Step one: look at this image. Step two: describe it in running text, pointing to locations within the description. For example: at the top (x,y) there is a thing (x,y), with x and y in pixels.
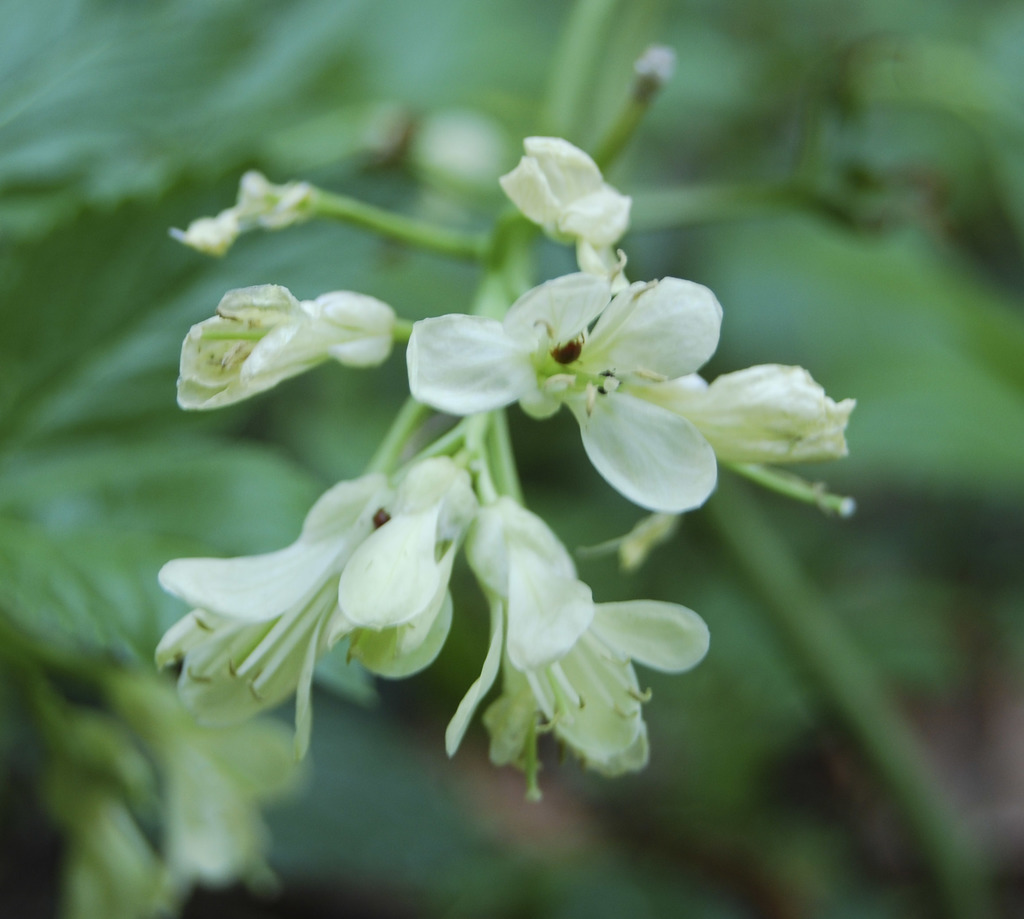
In this image we can see the flowers (294,545) and blur background (722,789).
